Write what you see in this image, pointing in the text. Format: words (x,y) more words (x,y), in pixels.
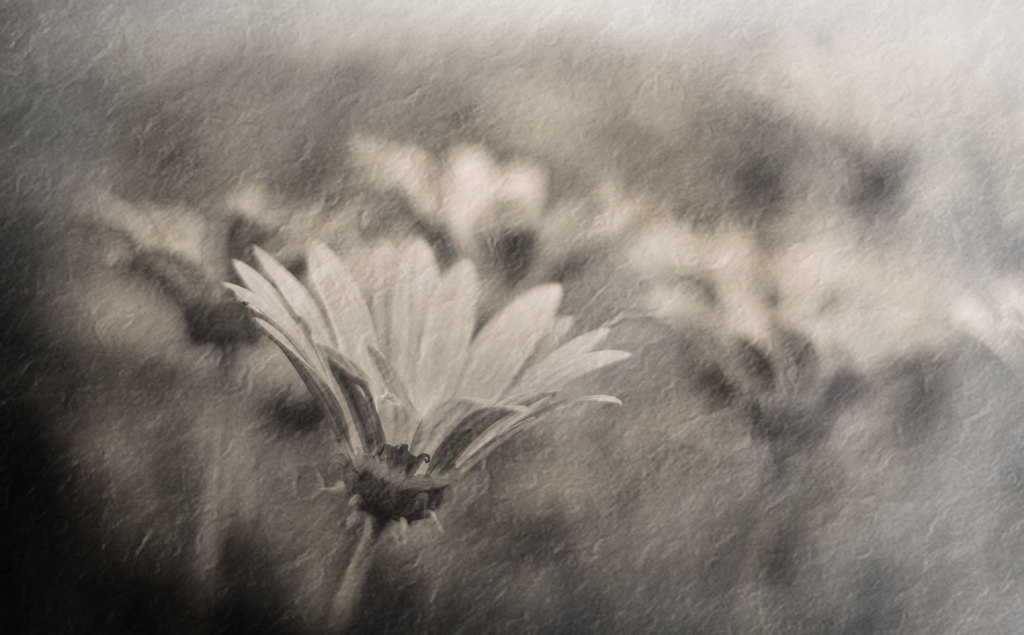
In this picture we can see few flowers (459,391). Background (289,596) is blurry.
